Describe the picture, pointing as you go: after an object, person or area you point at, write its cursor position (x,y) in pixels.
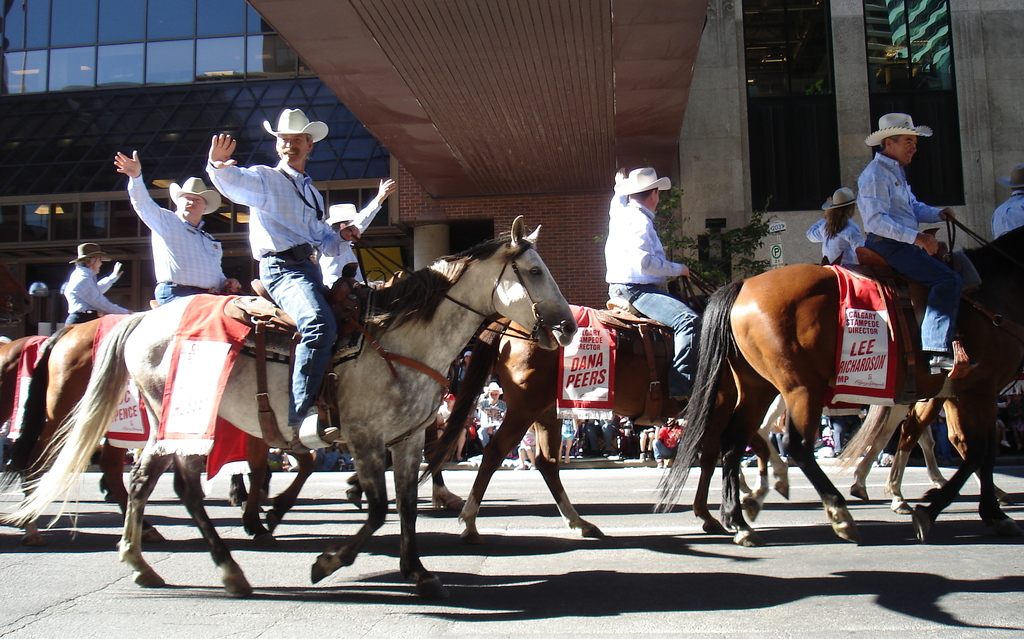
In the image we can see few persons (148,223) were riding horse (837,308) and they were wearing hat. In the background (555,177) there is a building (703,124), glass (185,68), light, wall (724,155), tree (751,245) and group of persons (665,446) were sitting on the steps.
